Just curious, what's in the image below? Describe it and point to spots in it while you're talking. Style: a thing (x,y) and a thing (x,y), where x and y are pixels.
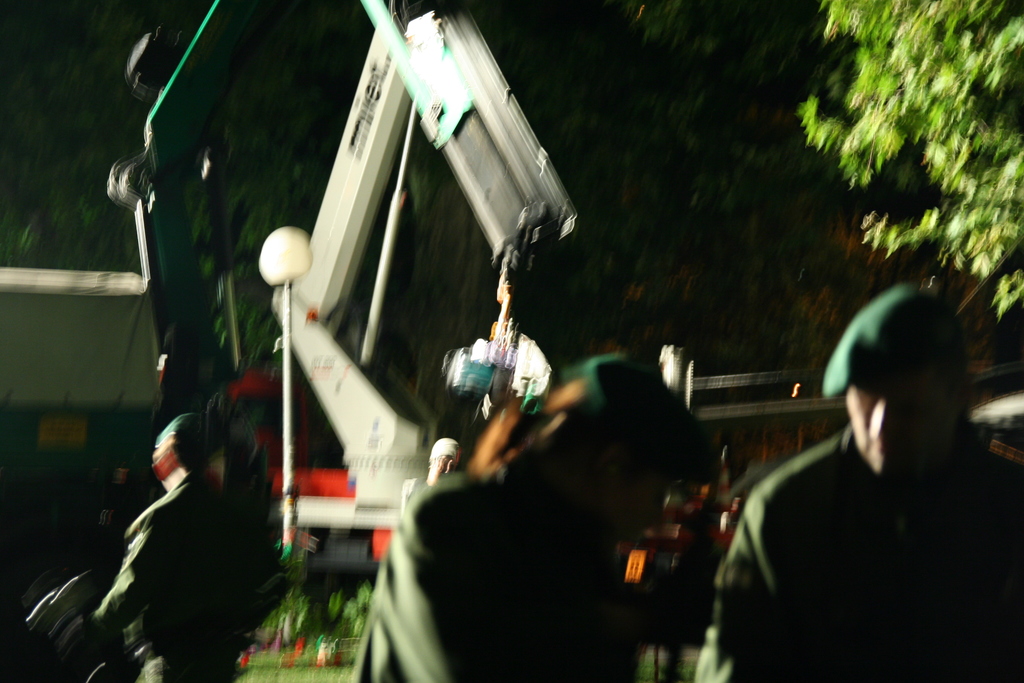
In this picture I can observe some persons (677,457). In the middle of the picture (369,419) there is a crane (384,249). On the right side (881,139) I can observe tree (932,130).
